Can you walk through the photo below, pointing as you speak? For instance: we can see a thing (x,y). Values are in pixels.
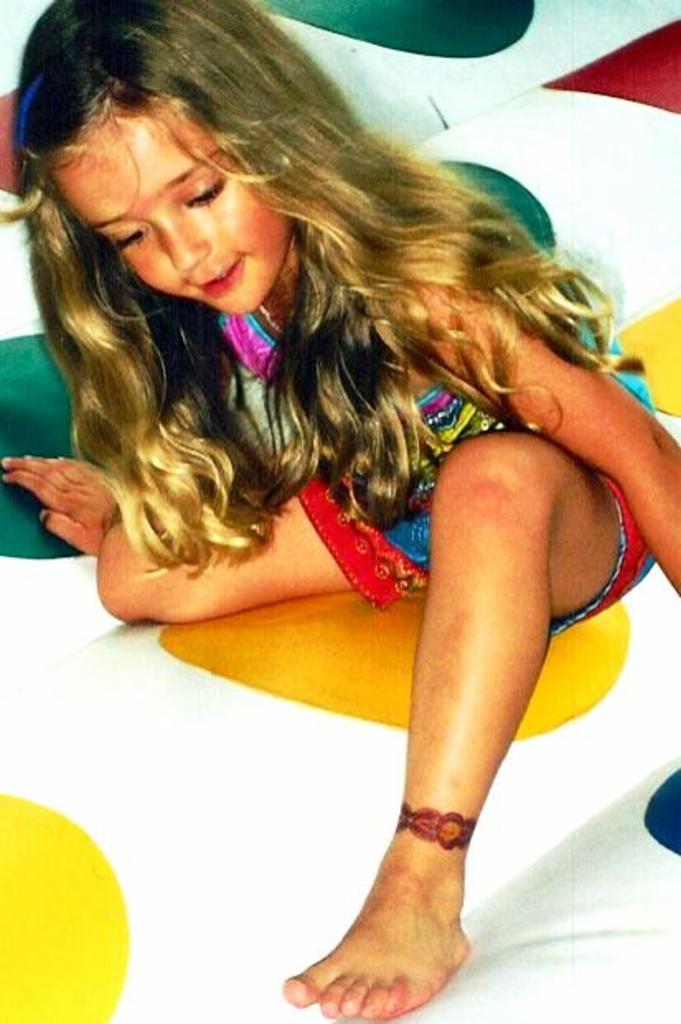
In this image we can see one girl (346,367) with the smiling face (217,298) sitting on the white surface (553,691) with colorful dots (67,952).
